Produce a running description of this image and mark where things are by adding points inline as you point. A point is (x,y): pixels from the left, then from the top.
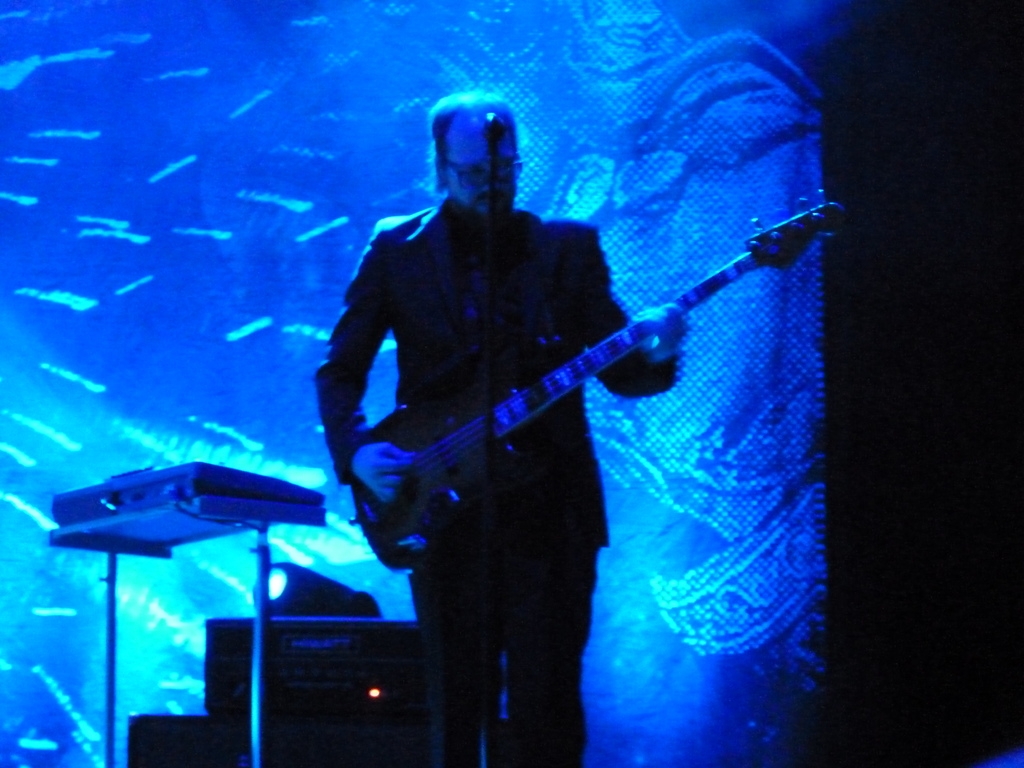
In this image we can see a person (560,543) standing on the stage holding a guitar (474,463). We can also see a mic (502,135) with a stand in front of him. On the left side (243,621) we can see a table (259,618), speakers (312,625) and some lights (304,588).
